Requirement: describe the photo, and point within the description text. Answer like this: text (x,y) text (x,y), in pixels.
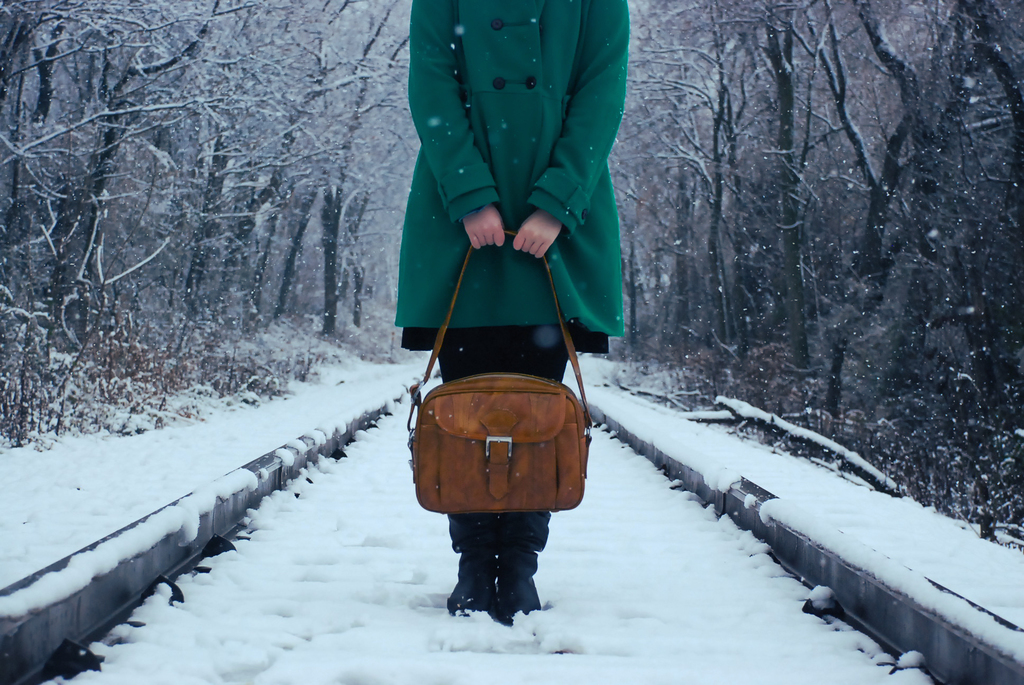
This is the picture of a lady (560,379) who is holding a bag (453,441) and standing on the floor (696,508) on which there is snow (292,592) and around her there are some trees (11,213) with snow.
